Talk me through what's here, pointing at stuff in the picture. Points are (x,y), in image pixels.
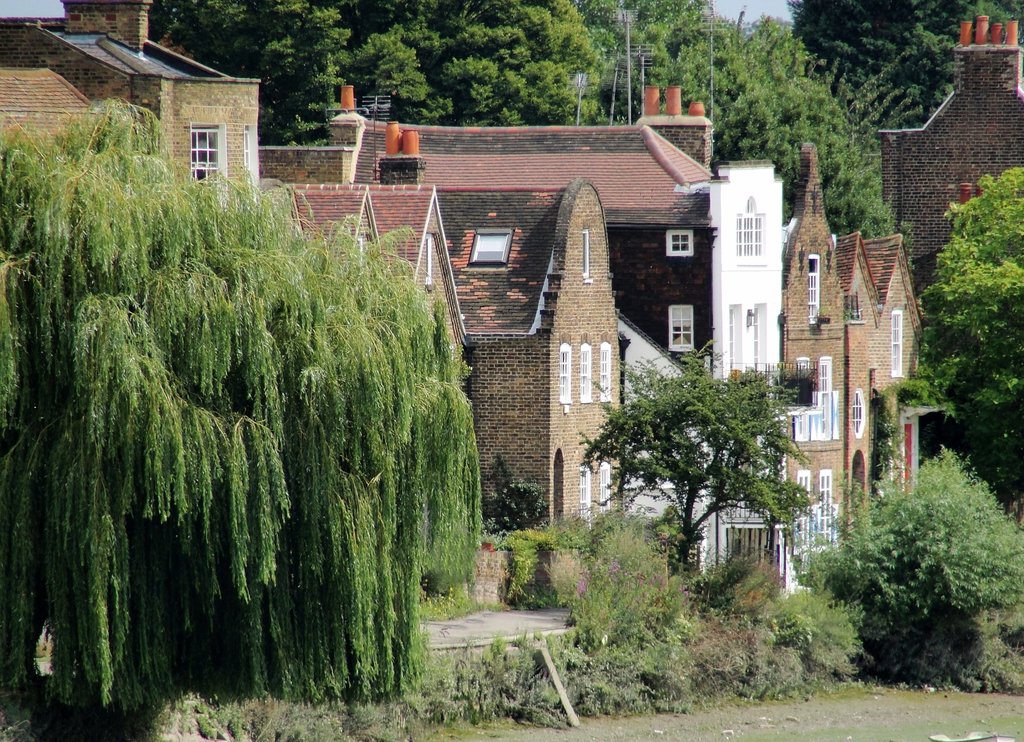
In this image there are trees (83,552) and houses (669,198).
